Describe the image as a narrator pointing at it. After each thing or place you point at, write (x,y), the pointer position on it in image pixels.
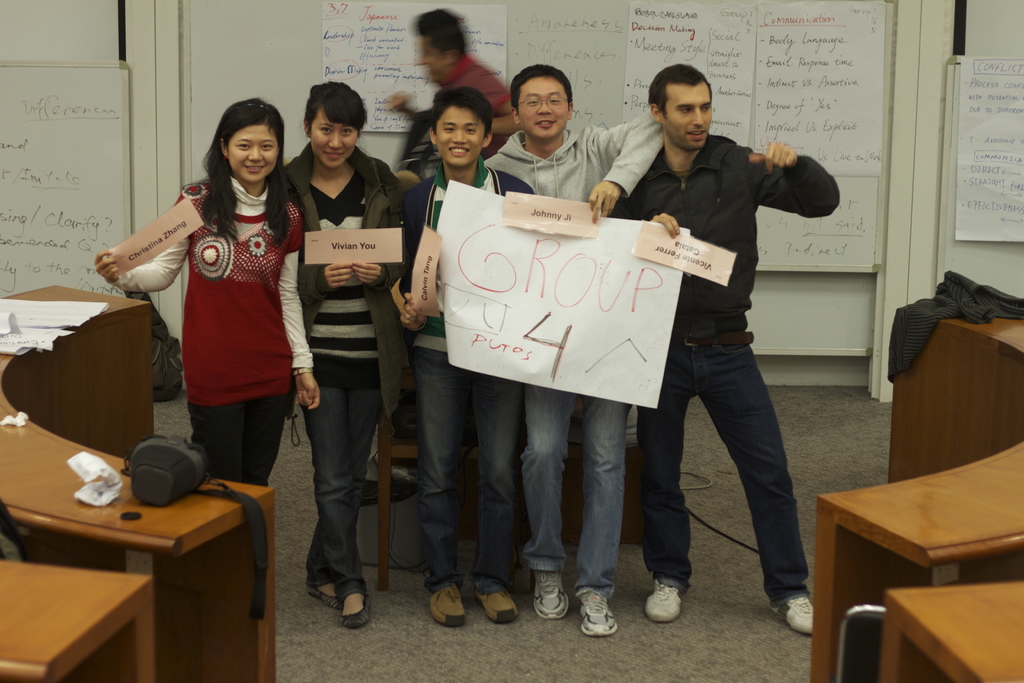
In this picture we can see five people (488,158) holding name cards (393,232) with their hands (673,237), smiling, standing on the floor (828,458) and in front of them we can see tables (825,628), device (161,446), cloth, papers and in the background (451,74) we can see a person (493,119), bags (157,335), whiteboard (105,130), posters (965,88) on the wall (915,82).
